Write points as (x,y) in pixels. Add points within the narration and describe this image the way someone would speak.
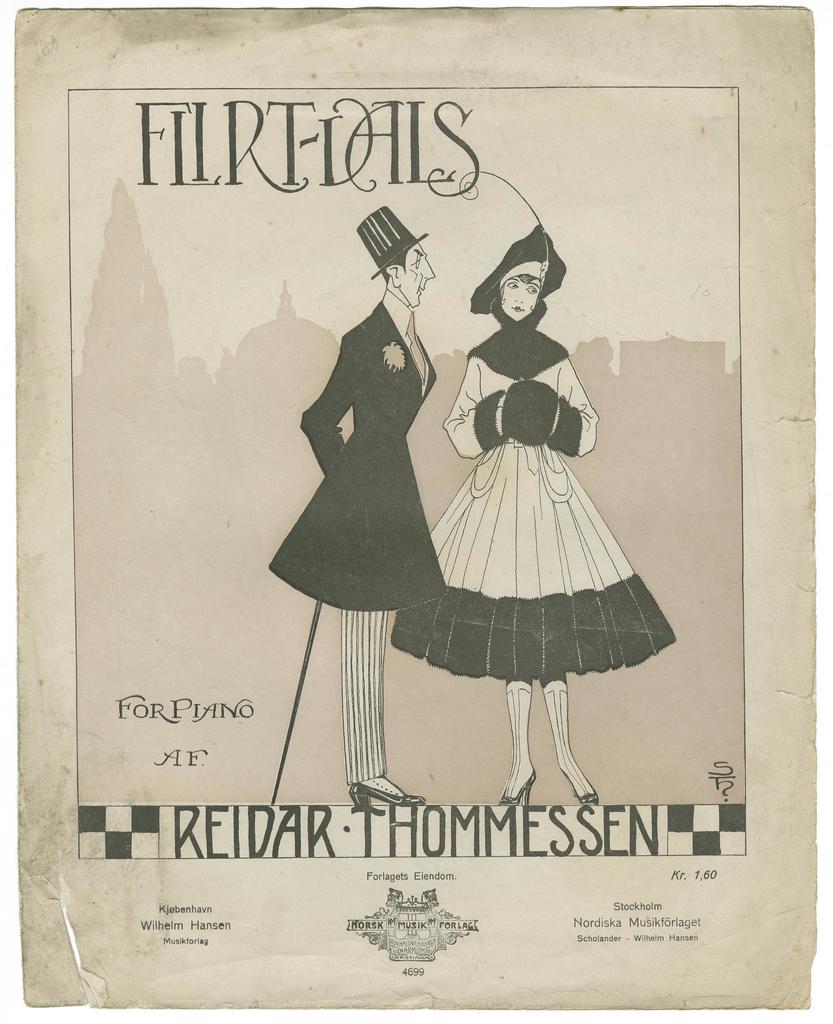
In the image there is a poster (225,263) with black and white picture (429,728) of a man (404,396) standing beside a woman (435,608) with some text (456,879) below and above.
